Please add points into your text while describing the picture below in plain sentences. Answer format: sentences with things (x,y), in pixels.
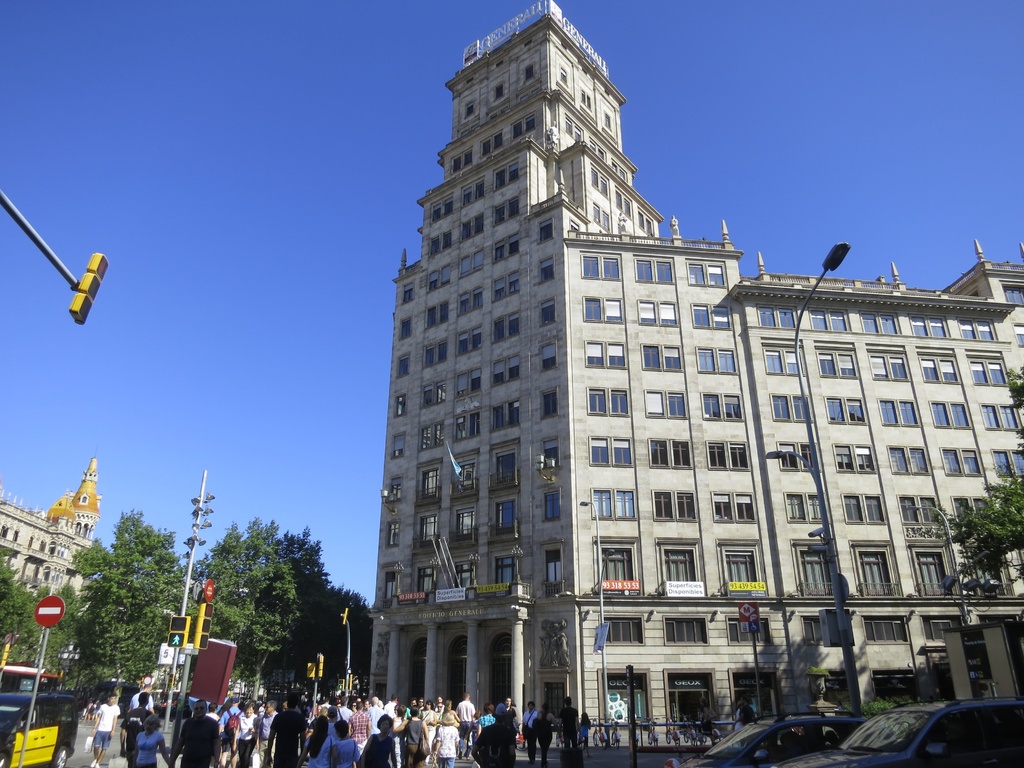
In this image I can see group of people (493,766) walking, I can also see a traffic signal (199,610), light poles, buildings (725,526) in white color, trees (240,628) in green color and the sky (220,302) is in blue color.
